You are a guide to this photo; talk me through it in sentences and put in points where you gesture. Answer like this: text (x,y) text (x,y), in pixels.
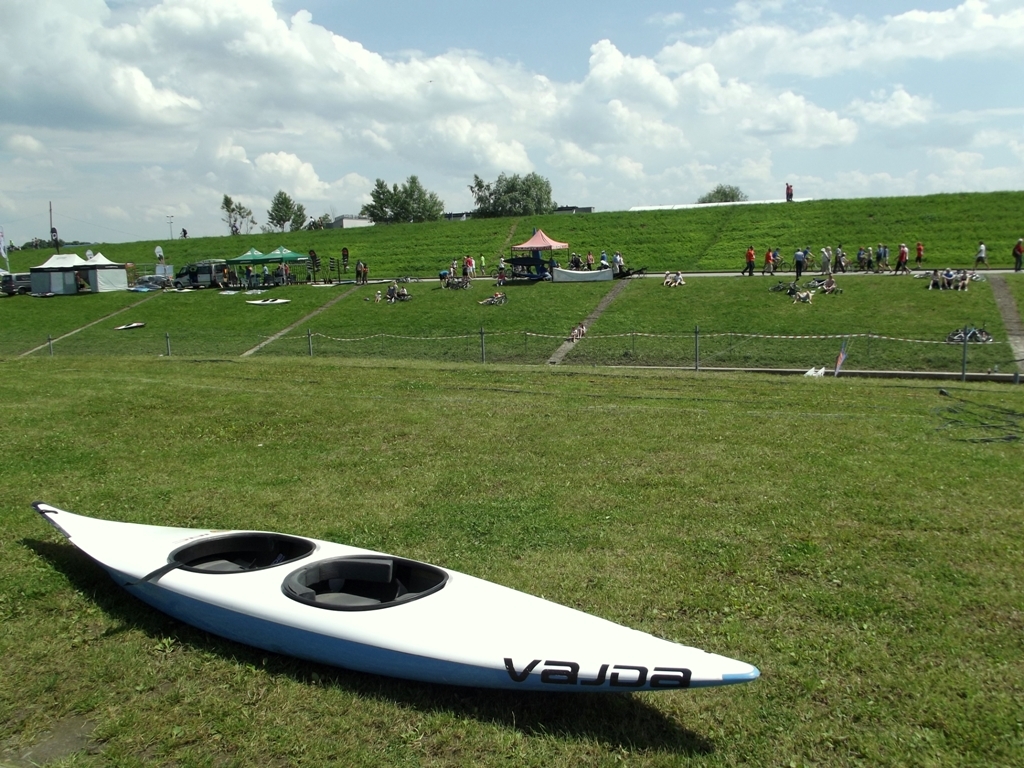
At the bottom (509,651) I can see a boat (575,659) on the ground (614,598). In the background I can see a fence (671,333), huts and group of people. On the top (523,208) I can see a hill (345,245), trees (414,205) and the sky (441,194). This image is taken during a day.
